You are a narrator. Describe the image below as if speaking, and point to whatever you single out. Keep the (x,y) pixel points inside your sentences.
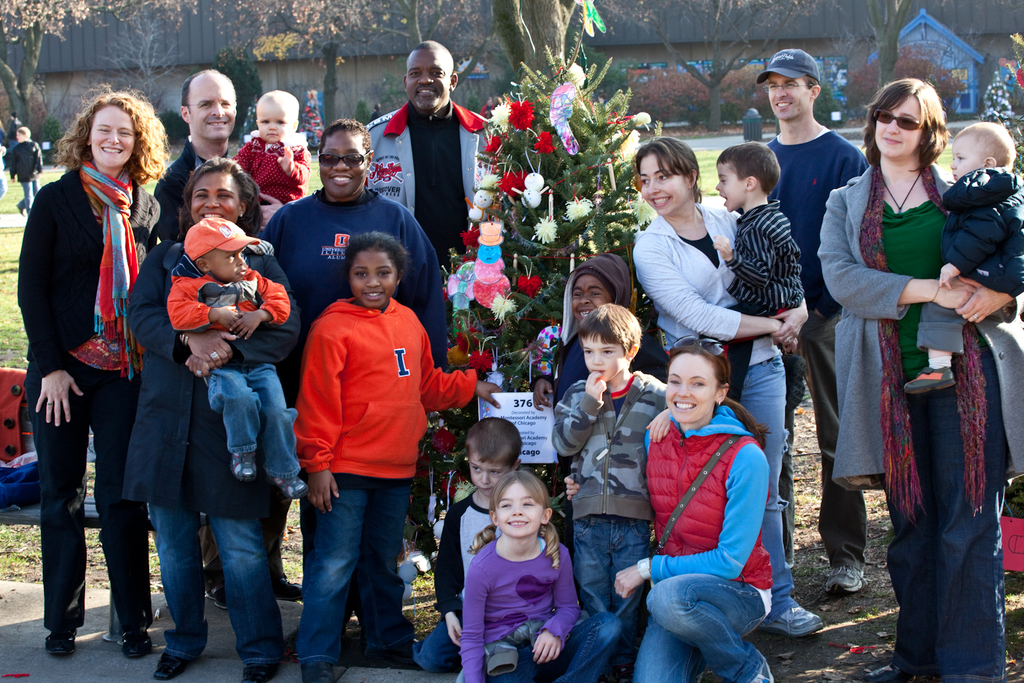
In this picture there are persons (867,269) standing, squatting and smiling. In the center (590,251) there is a tree (531,140). In the background (322,98) there are trees (742,34), there is building (815,38) and on the ground (8,309) there is grass (16,324).
